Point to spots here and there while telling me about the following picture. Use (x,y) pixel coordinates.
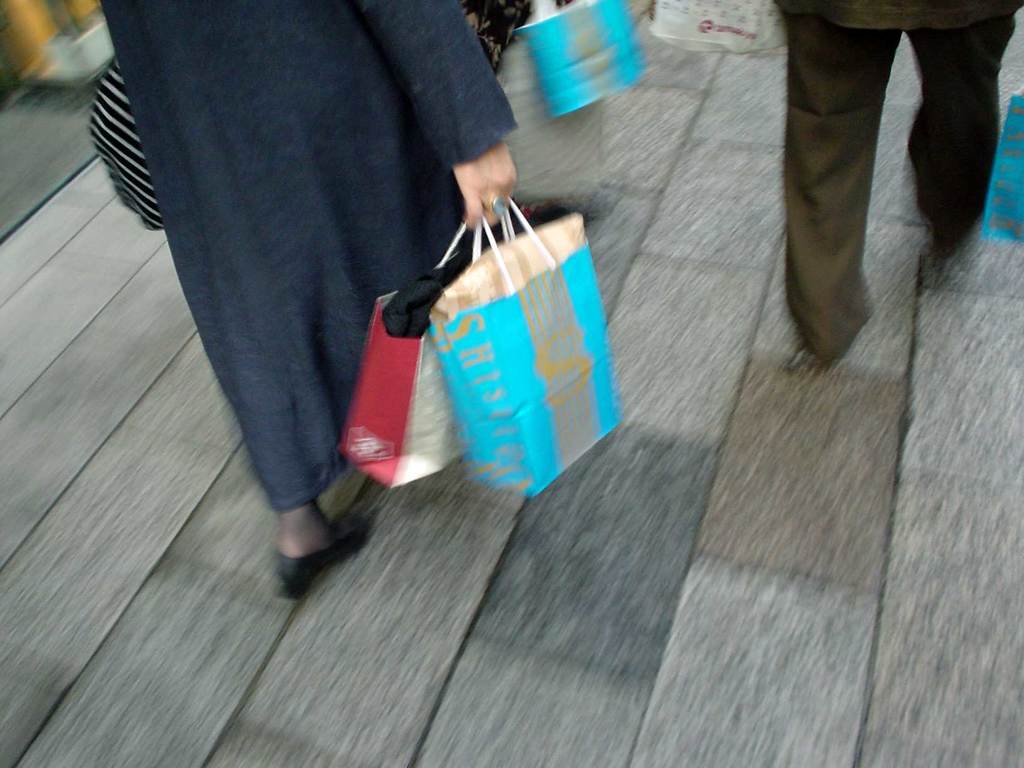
A woman (348,221) is walking on a footpath (397,547). She is carrying two bags (441,332) in her hand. There are few other people (843,155) walking in front of her.
